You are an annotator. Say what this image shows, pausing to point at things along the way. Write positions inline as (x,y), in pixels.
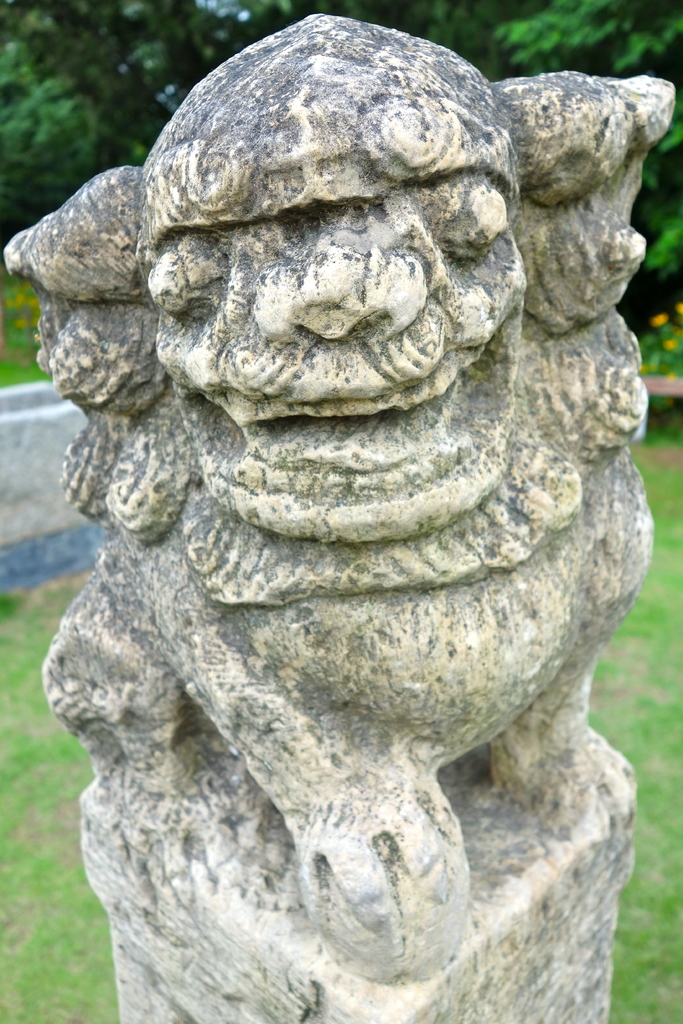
In this image I can see a statue (329,773) in cream color, background (659,494) I can see few flowers (661,322) in yellow color, grass (662,450) and trees (66,124) in green color and the sky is in white color.
